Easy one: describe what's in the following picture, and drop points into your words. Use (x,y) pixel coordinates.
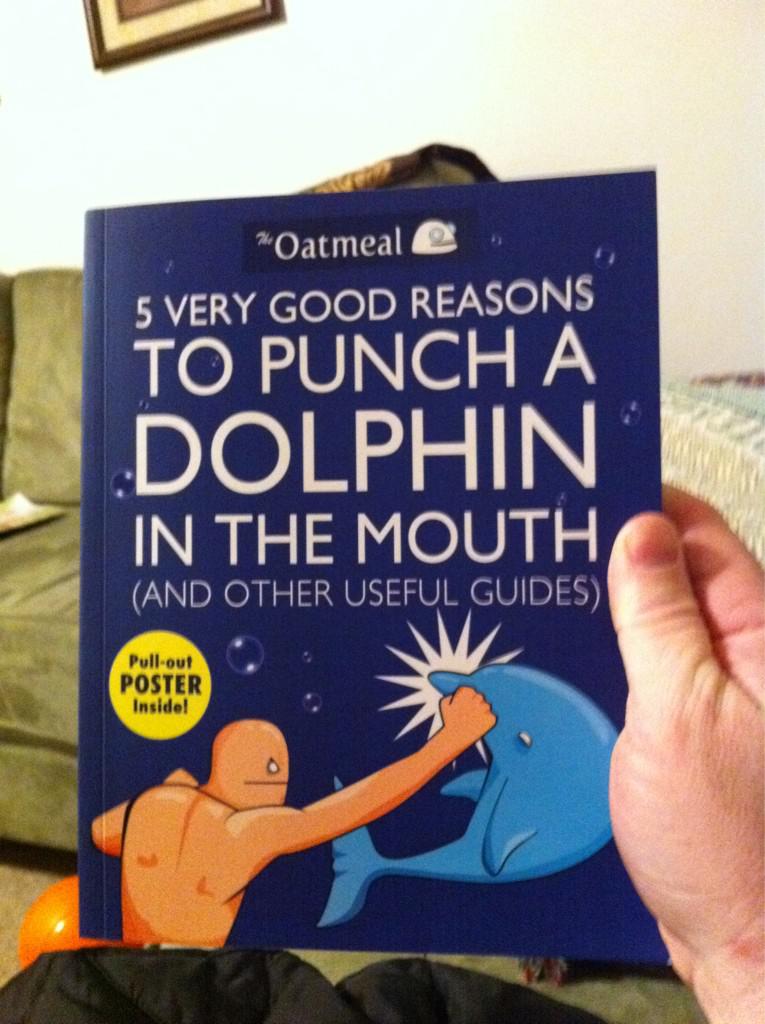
In this picture we can see a book (504,458) hold with hand (681,708) and we can see cloth (92,988) and objects (423,162). In the background of the image (350,5) we can see a frame (197,32) on the wall (501,102).
